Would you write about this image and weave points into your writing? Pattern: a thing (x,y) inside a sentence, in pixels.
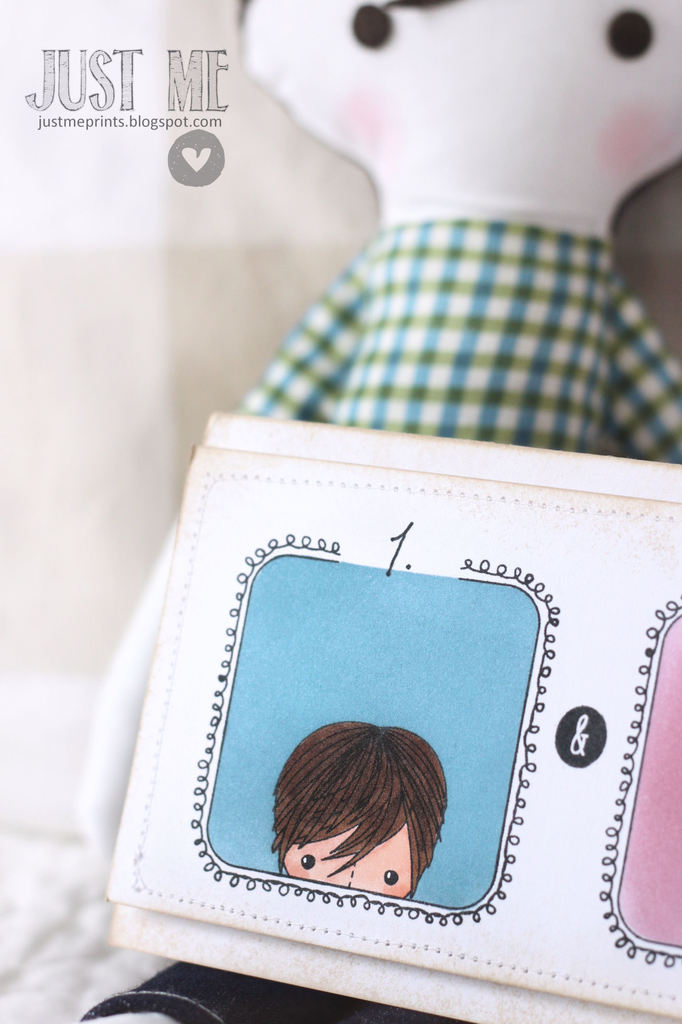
In this image we can see white color things (291,692) with cartoon drawing (380,763) on it. Behind toy (487,308) is there. At top left of the image (138,79) watermark (129,125) is there.
